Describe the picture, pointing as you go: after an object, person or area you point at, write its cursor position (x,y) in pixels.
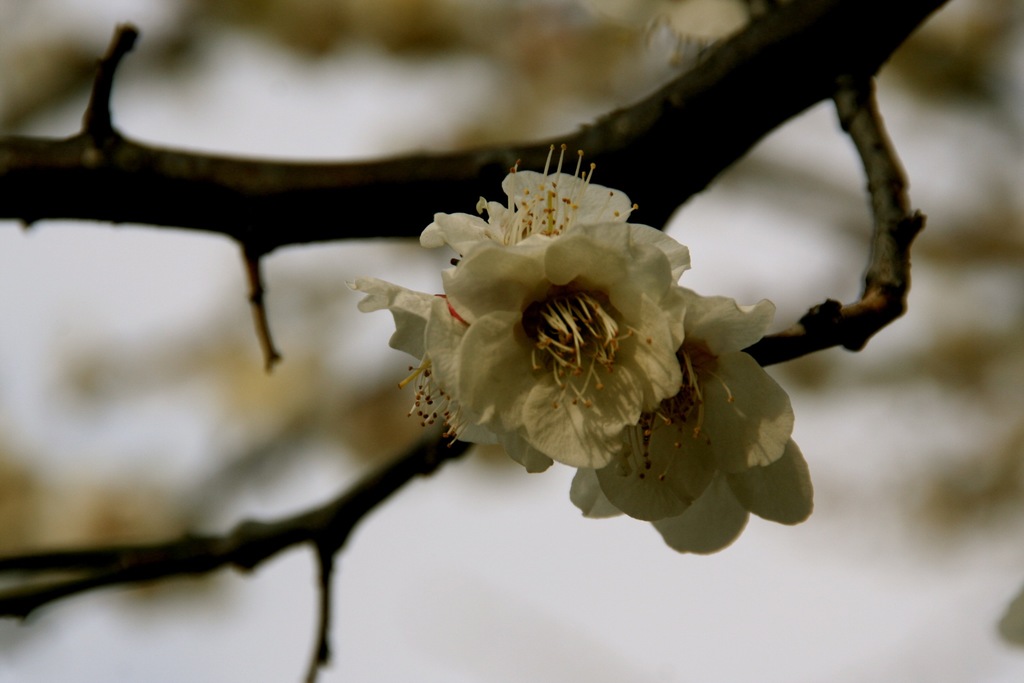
In the picture I can see flowers (526,387) to the stem (362,185).
